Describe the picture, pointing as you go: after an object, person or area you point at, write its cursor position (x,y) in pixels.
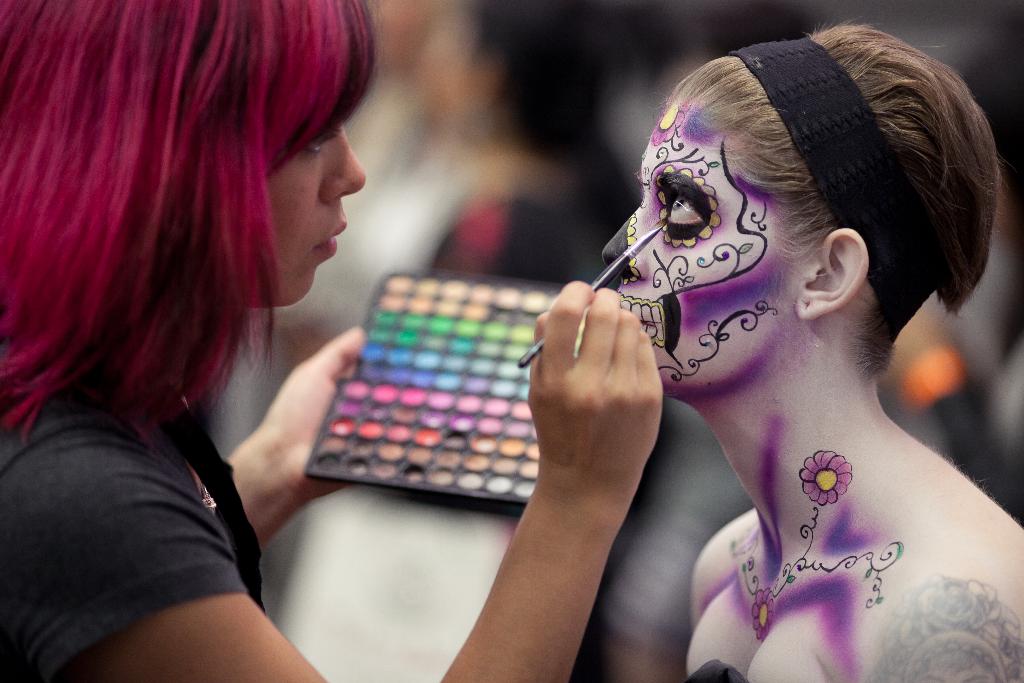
In this picture I can see two women (546,460) among them the woman (145,167) on the left side (143,185) is holding objects (412,358) in the hands (554,361). The woman (748,617) on the right side (766,620) is wearing a black color object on the head (870,320).
